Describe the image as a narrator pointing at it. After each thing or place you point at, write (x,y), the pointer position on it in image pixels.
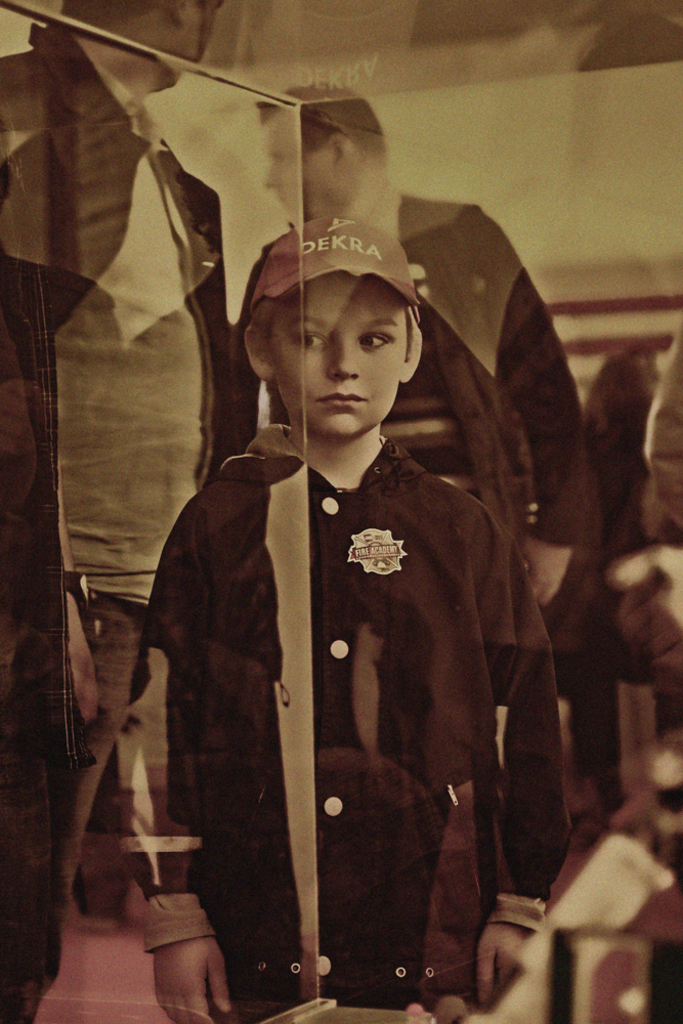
In this image, we can see a boy (248,714) standing and in the background (159,222), there are some other people (569,454).
